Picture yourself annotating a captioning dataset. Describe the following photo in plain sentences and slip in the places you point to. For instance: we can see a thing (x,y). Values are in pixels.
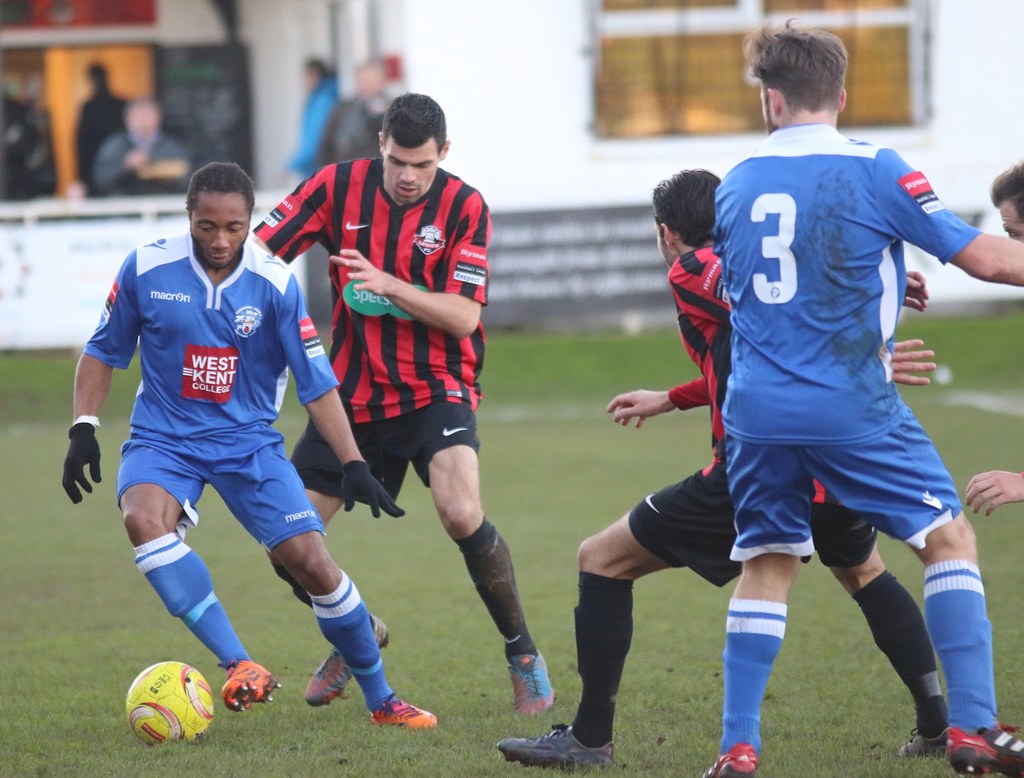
In the center of the image (441,364) we can see people (185,243) playing football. In the background (516,230) there is a board (610,219), wall (565,156) and we can see people (101,120).
